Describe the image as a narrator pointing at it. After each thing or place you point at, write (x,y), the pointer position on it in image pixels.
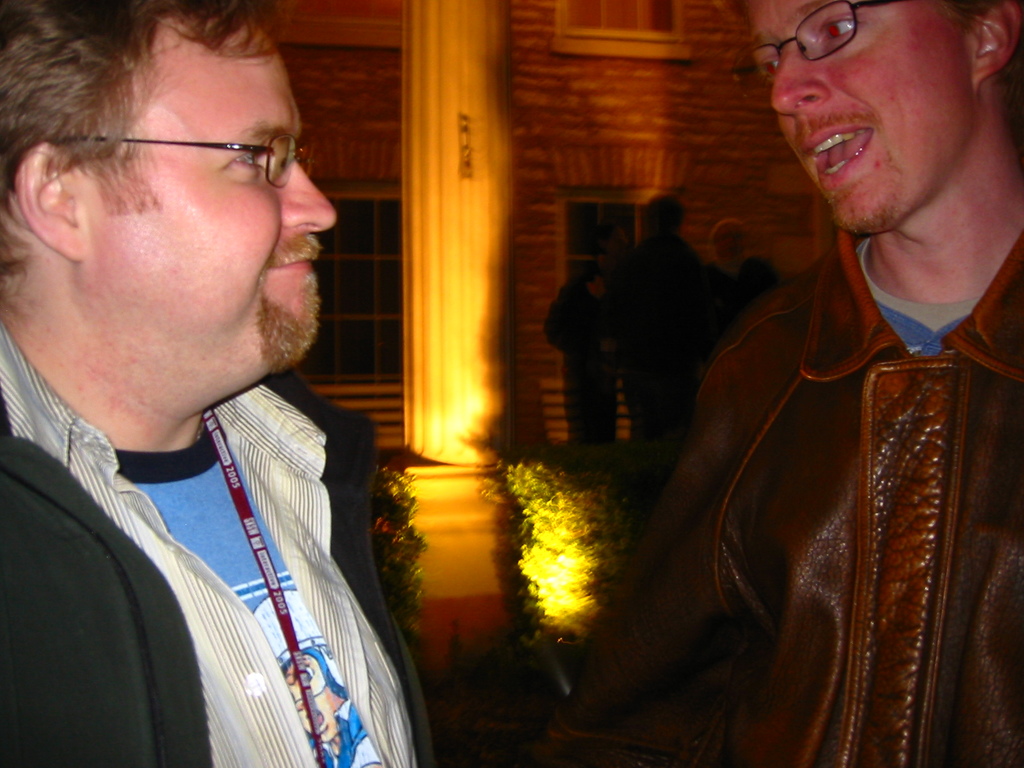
In the picture we can see a two men (114,222) are facing to each other and talking and smiling and they are wearing jackets (765,502) and one man (42,440) is wearing a tag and behind them we can see a pillar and some plants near it and a light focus to the pillar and behind it we can see some people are standing and talking near the building wall (603,159) with a windows (350,359) to it.
